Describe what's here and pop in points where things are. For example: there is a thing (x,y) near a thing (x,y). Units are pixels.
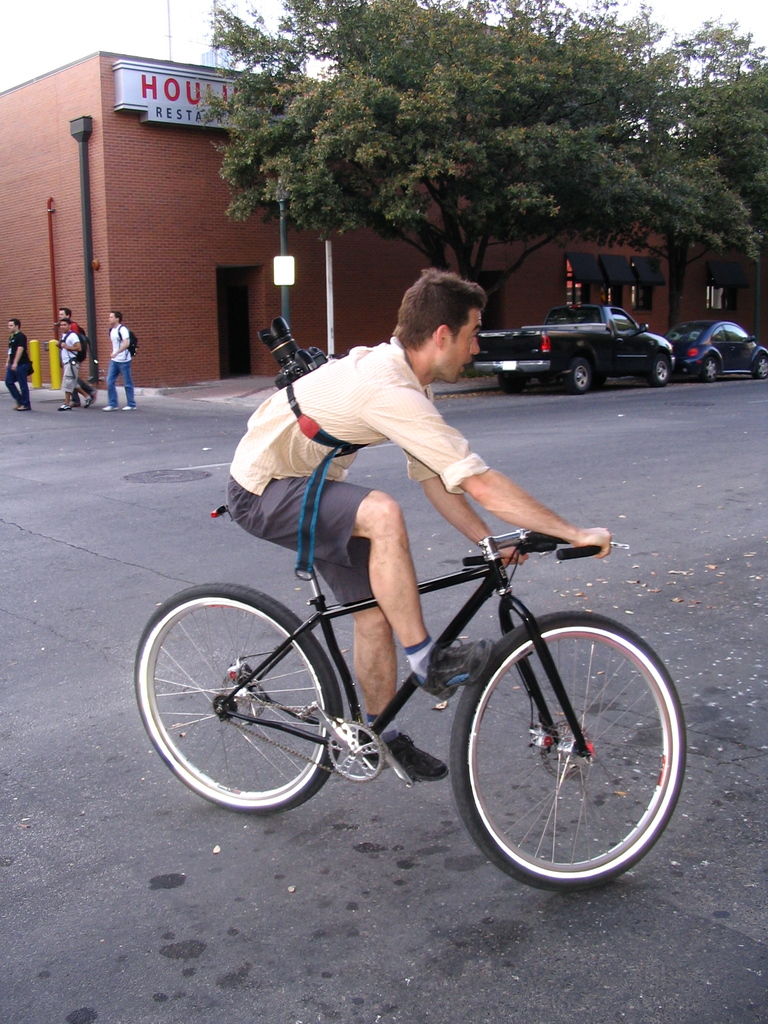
In this image, there is a floor (431,953) which is in gray color, In the middle (340,673) there is a man (459,668) riding a bicycle (588,761), In the background (629,341) there are some cars (607,366) in black color and in the left side of the image (15,361) there are some people (68,363) walking and there are some green color trees (569,131).
